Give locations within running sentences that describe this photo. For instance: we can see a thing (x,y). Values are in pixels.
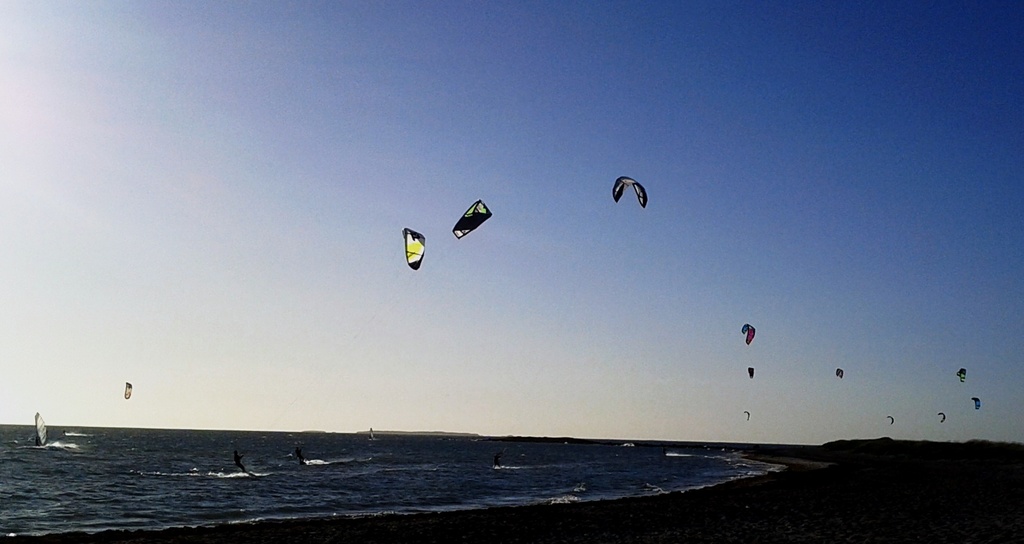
In this image, I can see the kites (408,254) flying. I think this is the sea (207,507). I can see few people (240,461) on the water (406,466). This looks like a seashore (799,454).
